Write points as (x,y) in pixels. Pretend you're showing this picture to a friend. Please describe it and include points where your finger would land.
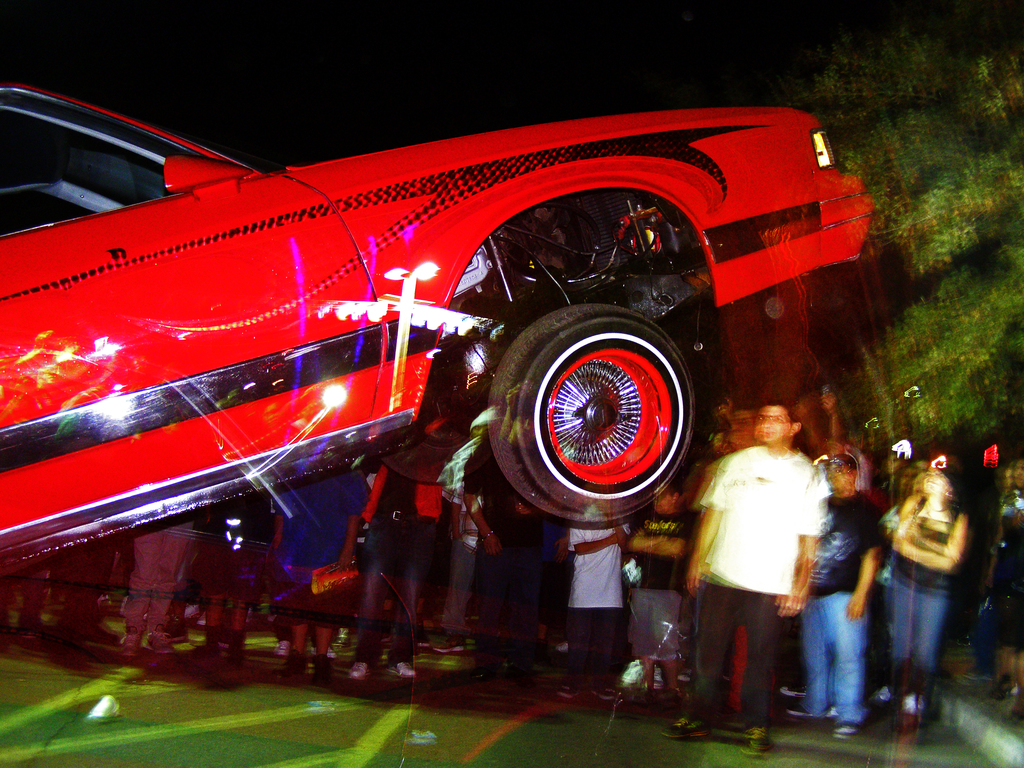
In the foreground of this picture (98,367), there is a red colored car (302,452) and half of the body (350,452) is in air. In the background (507,599), there is a crowd (749,588) and trees (989,204).
